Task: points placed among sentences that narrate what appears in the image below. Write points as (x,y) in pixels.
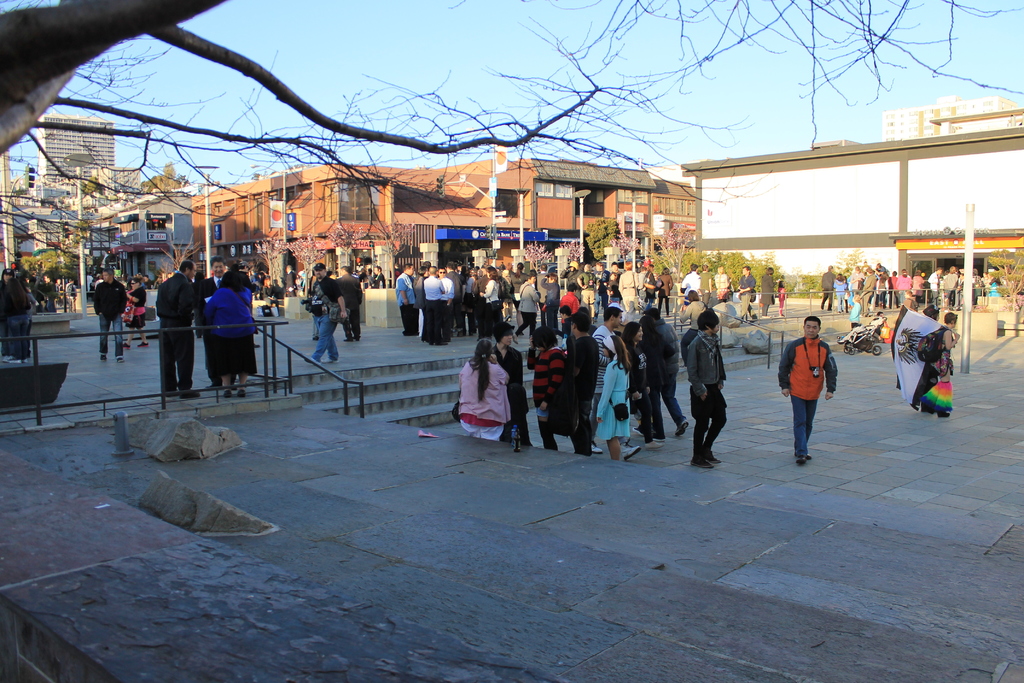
In this image we can see people (455,277) standing and some of them are walking. There are stairs (368,388) and we can see railings (290,392). In the background (488,226) there are buildings (327,190), trees (17,127), poles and sky (415,99).
